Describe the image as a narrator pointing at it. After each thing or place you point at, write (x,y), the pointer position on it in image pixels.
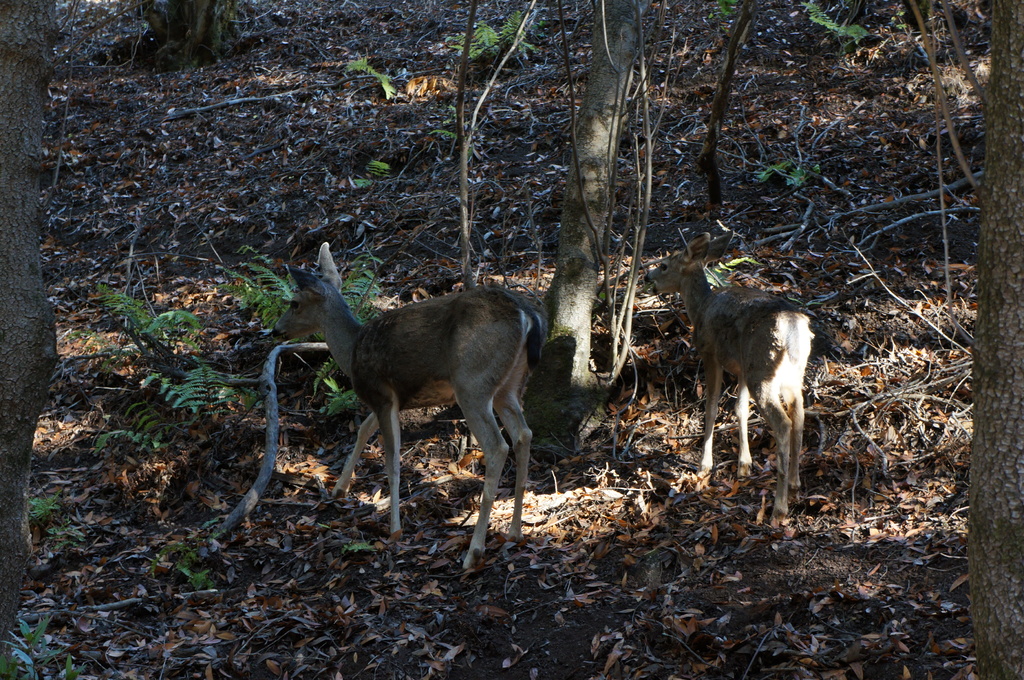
The picture consists of dry leaves (450,228), trees (573,228), plants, soil (257,563) and deer (475,366).
